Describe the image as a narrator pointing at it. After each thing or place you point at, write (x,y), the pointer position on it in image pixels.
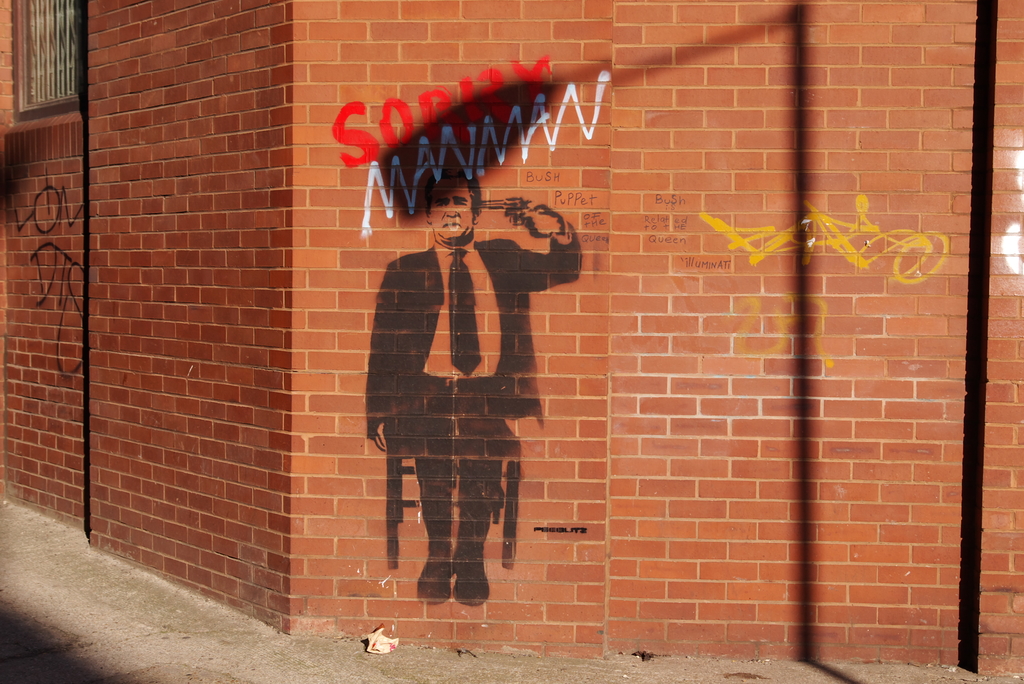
In this picture I can see paintings (480,360) on the wall (620,270).
